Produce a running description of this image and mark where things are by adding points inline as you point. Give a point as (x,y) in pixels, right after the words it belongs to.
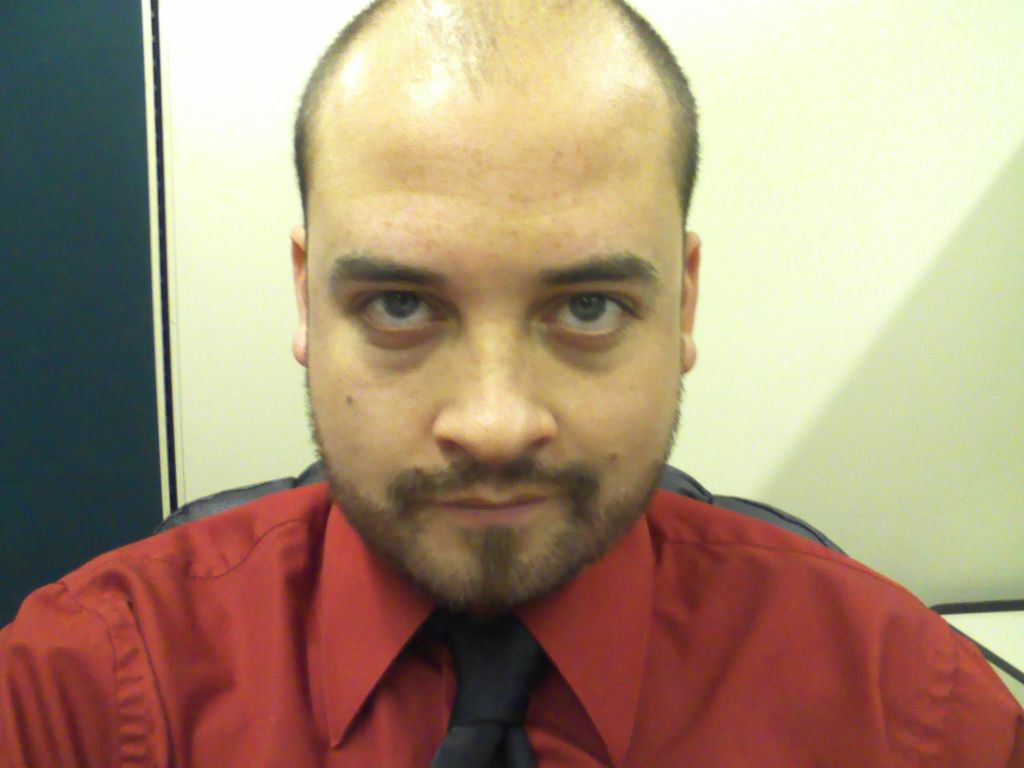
In this image there is a man (750,715) sitting in chair (730,502) wearing red shirt (184,765) and tie (491,760), behind him there is a wall (805,147).
